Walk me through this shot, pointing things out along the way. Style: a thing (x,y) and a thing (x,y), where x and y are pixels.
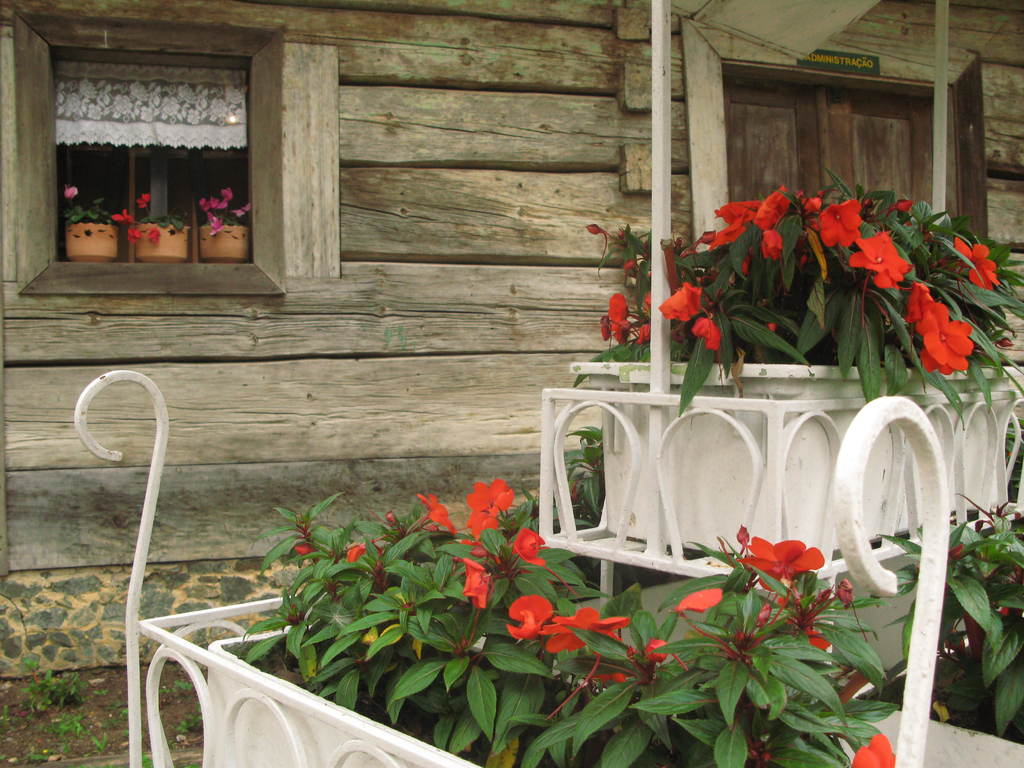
In this picture we can see flower plants (882,311) in the front (877,318), in the background (712,183) there is a house (911,124), on the right side (911,124) we can see a door (877,151), on the left side (172,219) there are three more plants (147,222).
